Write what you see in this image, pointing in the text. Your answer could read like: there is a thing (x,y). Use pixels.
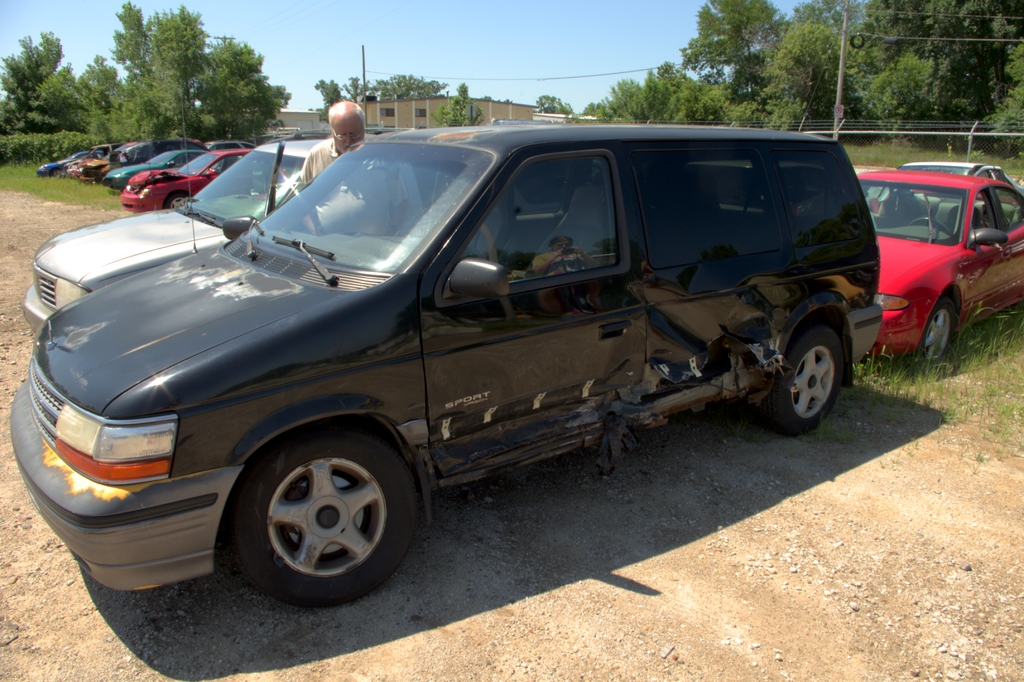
In this image we can see a group of cars (511,329) which are placed aside on the road (730,508). We can also see some stones (741,489), grass (882,356), a person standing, some poles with wires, plants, a group of trees (809,118), buildings (487,119) and the sky (431,53) which looks clear.
